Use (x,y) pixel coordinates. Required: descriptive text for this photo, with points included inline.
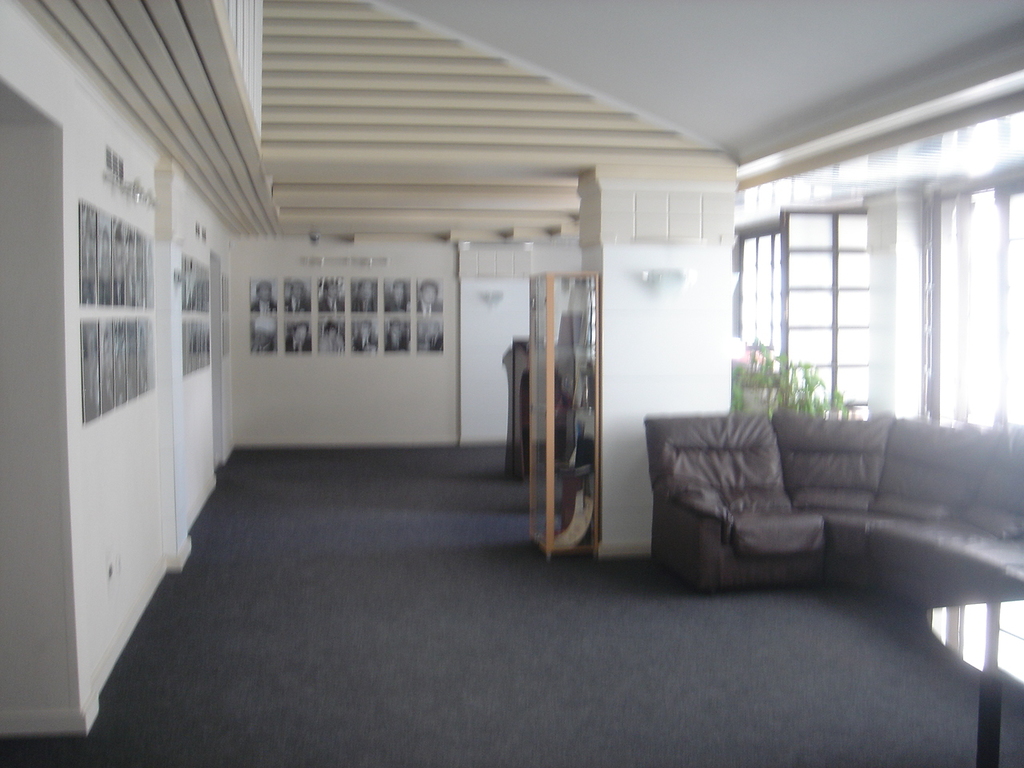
In this picture there are several photo frames (124,374) attached to the wall (203,317) and also to the right (999,551) there is an unoccupied sofa (799,499), a table (1008,623) and there are glass doors (836,343) to the right side of an image (842,288).
